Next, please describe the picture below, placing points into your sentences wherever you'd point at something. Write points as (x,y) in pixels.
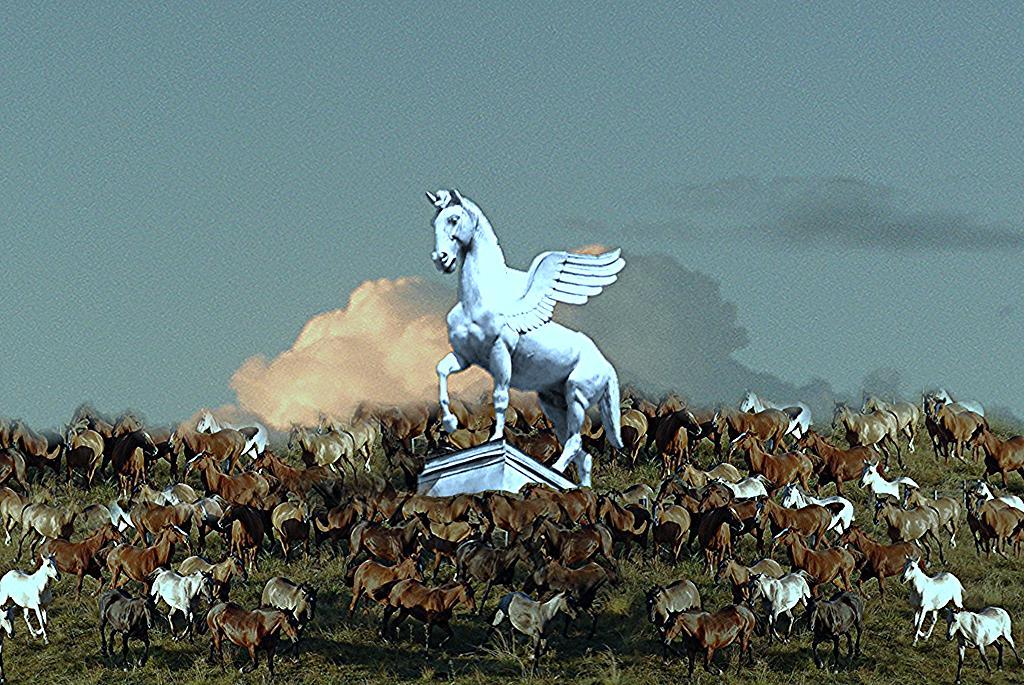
In the middle (673,404) I can see a horse statue (468,277) and herds of horses (395,435) on the ground (722,598). In the background (901,331) I can see the sky (591,163). This image is taken may be in the evening.
